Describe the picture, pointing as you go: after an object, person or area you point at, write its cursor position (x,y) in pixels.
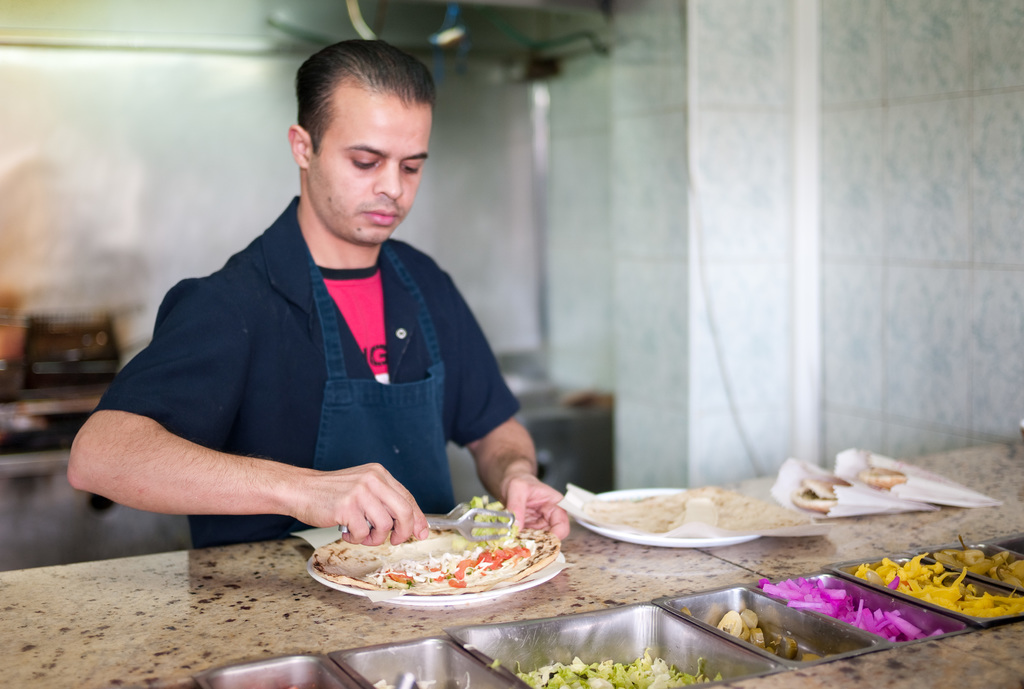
In the center of the image (365,374) we can see a man (363,366) standing and holding tongs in his hand (365,495). At the bottom (165,601) there is a table (470,624) and we can see plates (637,535), napkins (908,470), vessels (576,632) and some food (897,625) placed on the table (934,685). In the background (826,274) there is a wall (496,195).
